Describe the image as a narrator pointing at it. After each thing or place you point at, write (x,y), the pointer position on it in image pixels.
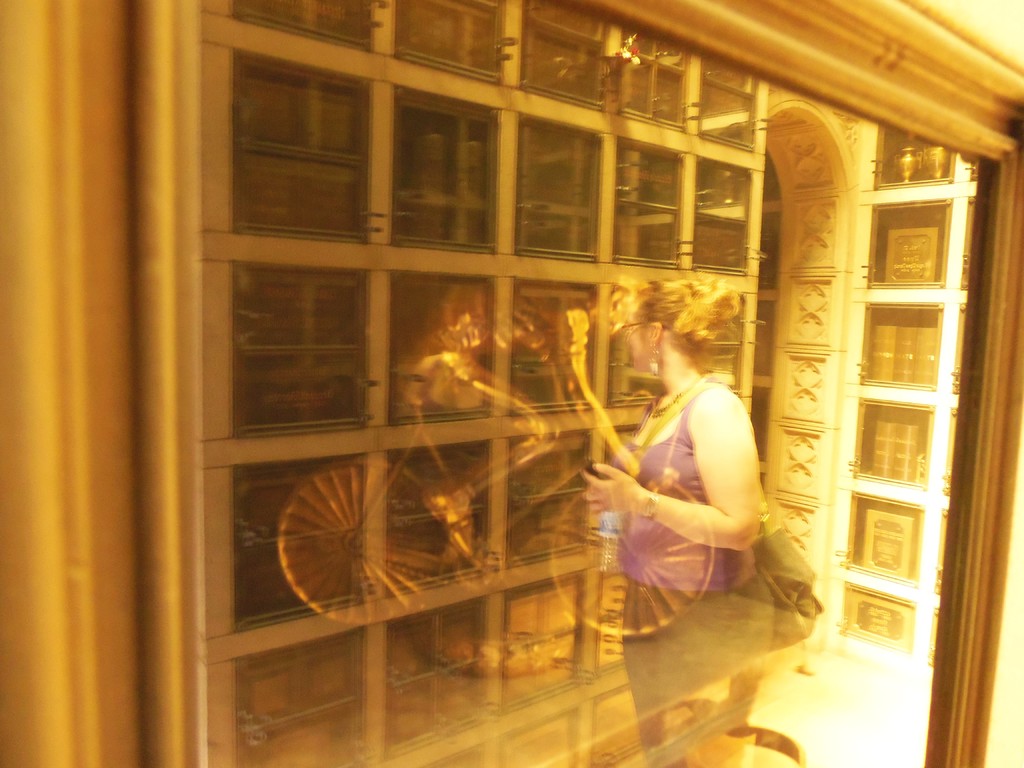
The picture consists of a frame (1011,355), in the frame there is a sculpture (534,347) of a person (454,501) riding bicycle (351,521). The picture consists of the reflection (645,656) of a woman (680,521) standing.
